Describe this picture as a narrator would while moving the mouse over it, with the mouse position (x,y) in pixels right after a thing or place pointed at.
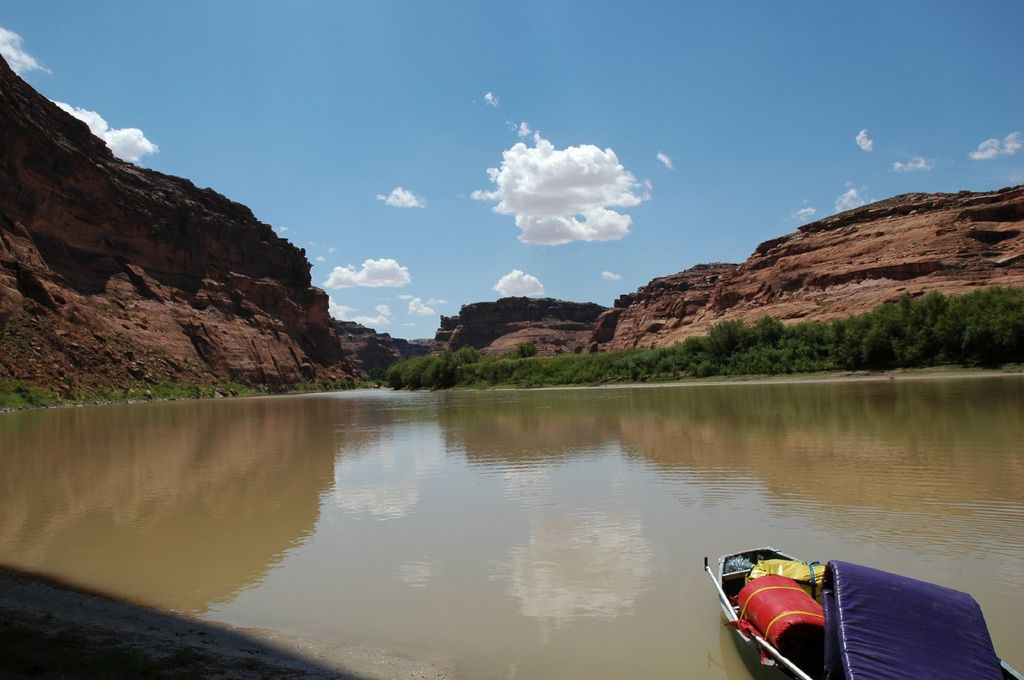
In this picture we can see a boat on water (672,608) and in the background (770,206) we can see rocks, trees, sky (782,156) with clouds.
